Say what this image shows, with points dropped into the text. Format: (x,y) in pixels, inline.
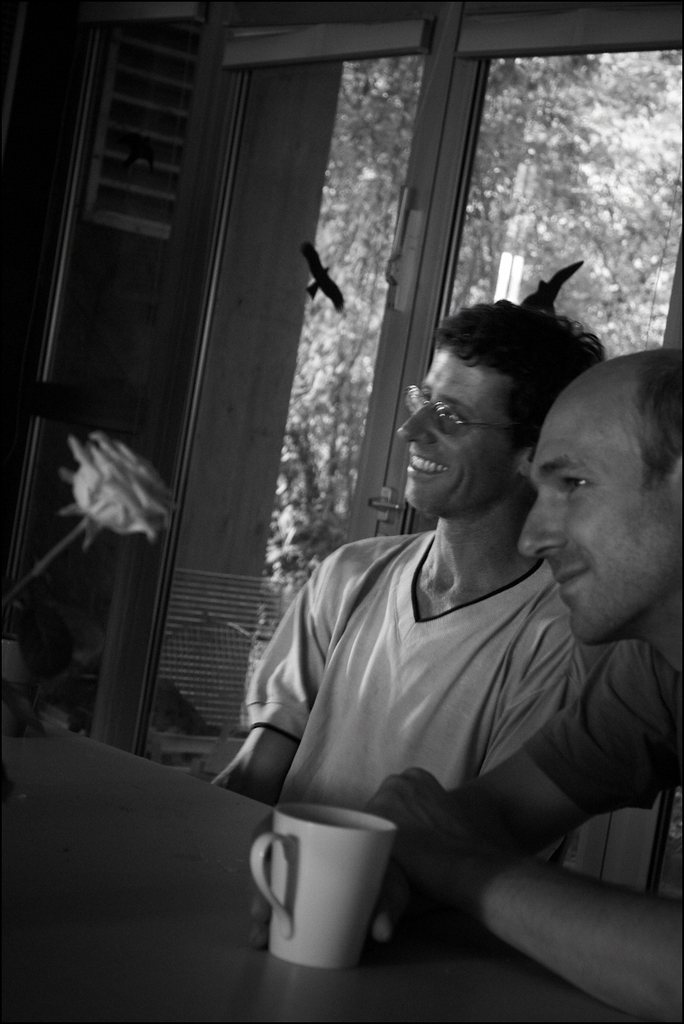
In this image i can see two man (480,656) a man (591,753) at front (625,781) holding a cup (352,921) on the table (70,874) at the background (252,459) i can see a window (586,147) and a tree (552,129).
